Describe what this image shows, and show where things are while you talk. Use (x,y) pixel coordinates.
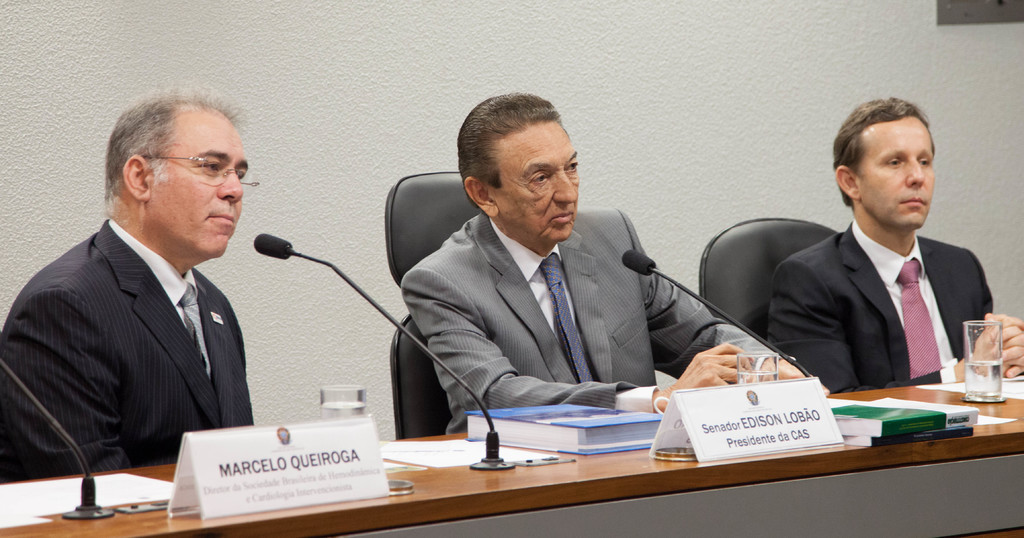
In this image there is the wall (764,105), in front of the wall (803,209) there are three persons (86,319) sitting on chair (813,227), in front of them there is a table (428,495), on the table (418,494) there are name boards (180,494), glasses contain water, mike's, papers (63,493) visible.
